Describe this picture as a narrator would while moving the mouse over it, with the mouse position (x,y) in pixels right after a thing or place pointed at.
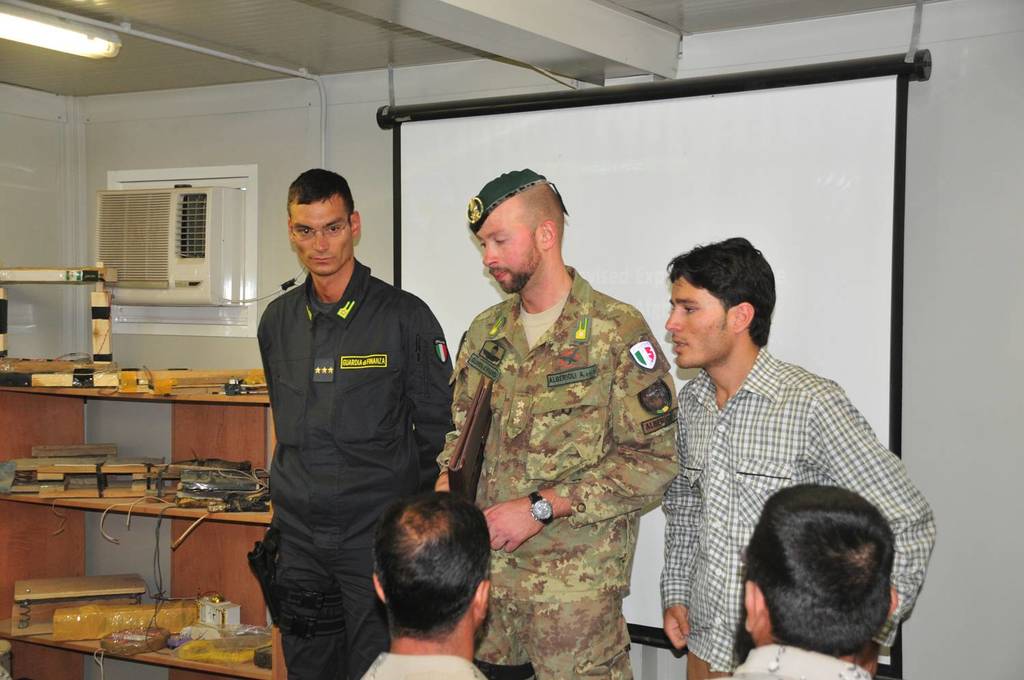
At the bottom of the image (420,634) there are heads (800,606) of persons (835,582). There are three men (522,381) standing. On the left side of the image (106,369) there is a cupboard (103,389) with many objects (77,361). In the background (52,337) there is a wall (940,238) with screen (464,186) and air conditioner (169,258). At the top of the image (324,31) there is ceiling (279,5) with light (65,48), pipe (275,66) and also there is a pillar (614,49).
